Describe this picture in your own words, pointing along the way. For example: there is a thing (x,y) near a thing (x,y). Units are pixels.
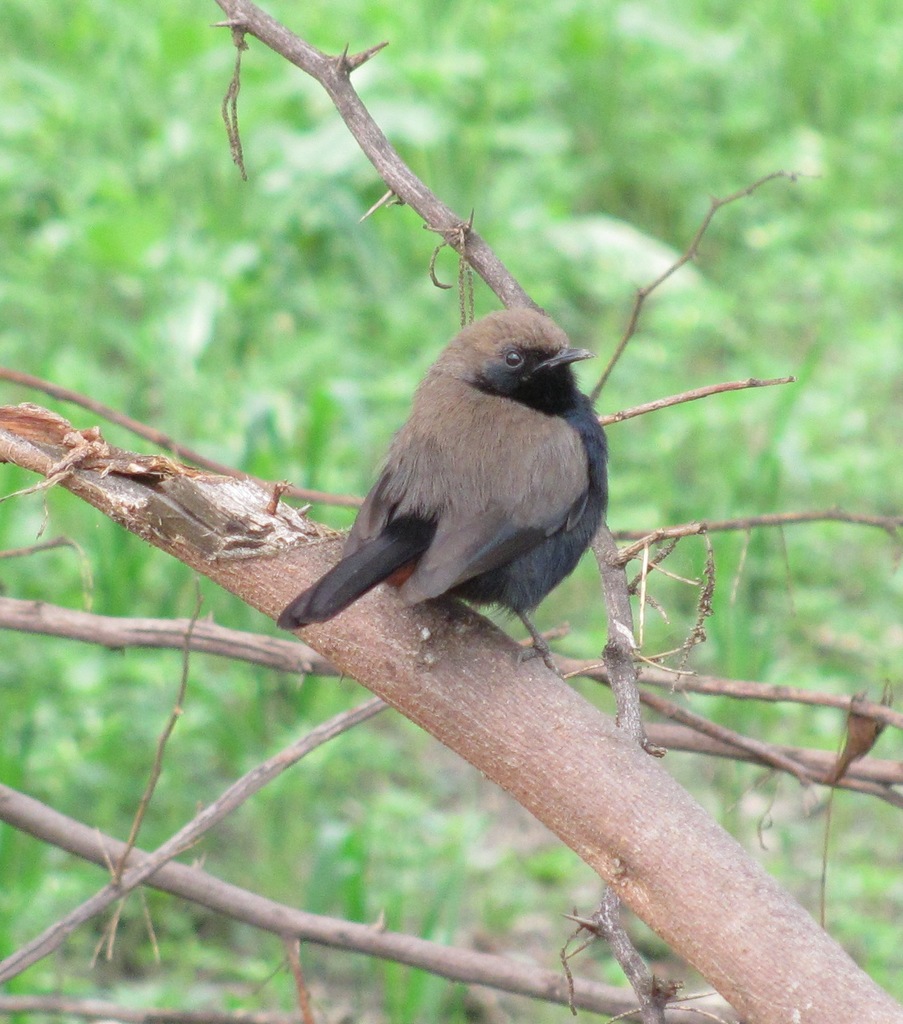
In the image there is a bird (433,512) standing on a branch (378,597) of a tree (239,591) and the background of the bird (406,569) is green.
